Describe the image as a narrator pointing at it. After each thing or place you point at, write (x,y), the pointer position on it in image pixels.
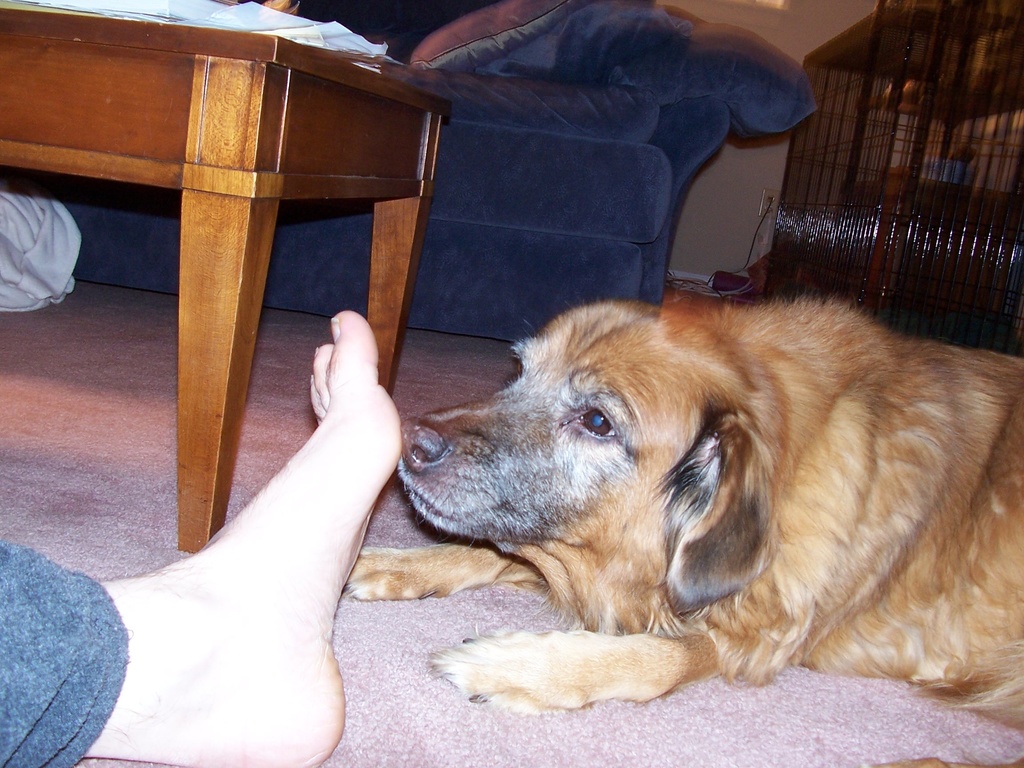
This picture shows a dog (766,477) sniffing human leg (334,493) here, on the floor (422,627). We can observe a table (297,129) and a sofa (566,140) here.
